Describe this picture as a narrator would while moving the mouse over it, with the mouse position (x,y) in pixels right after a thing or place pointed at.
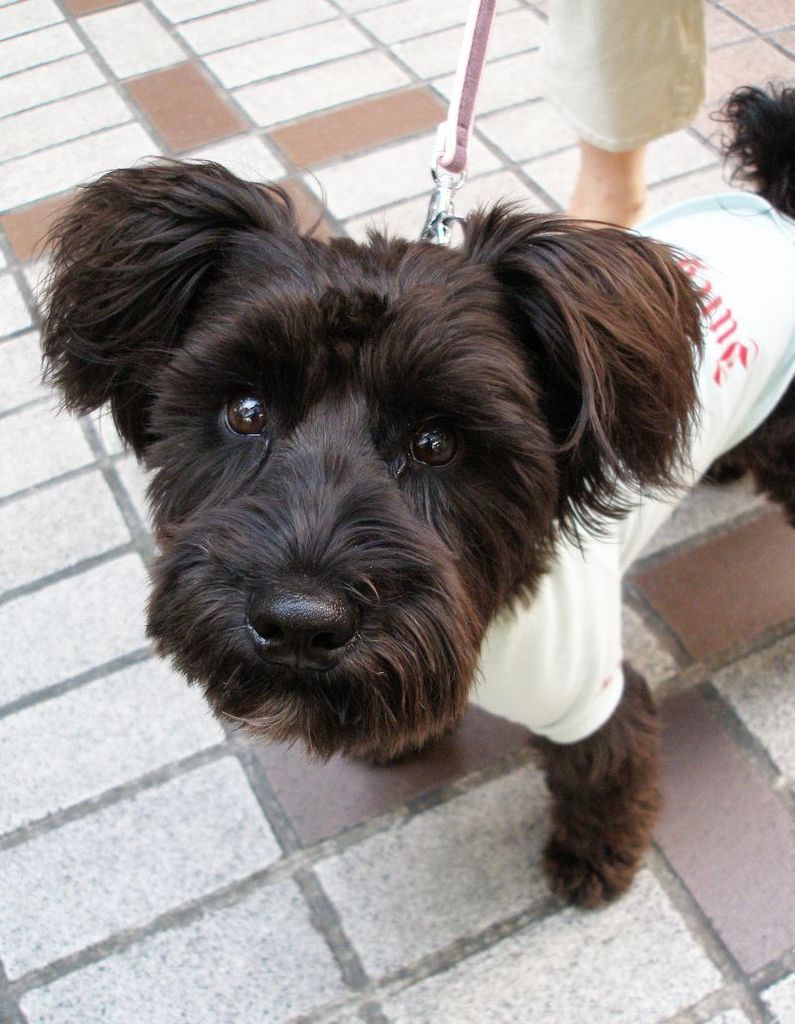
In the image there is a fluffy dog (365,606), there is a chain (447,152) tied around the dog's neck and the person (658,15) is holding the chain (481,65), both the dog (393,242) and the person (577,53) are standing on a pavement (432,988).
